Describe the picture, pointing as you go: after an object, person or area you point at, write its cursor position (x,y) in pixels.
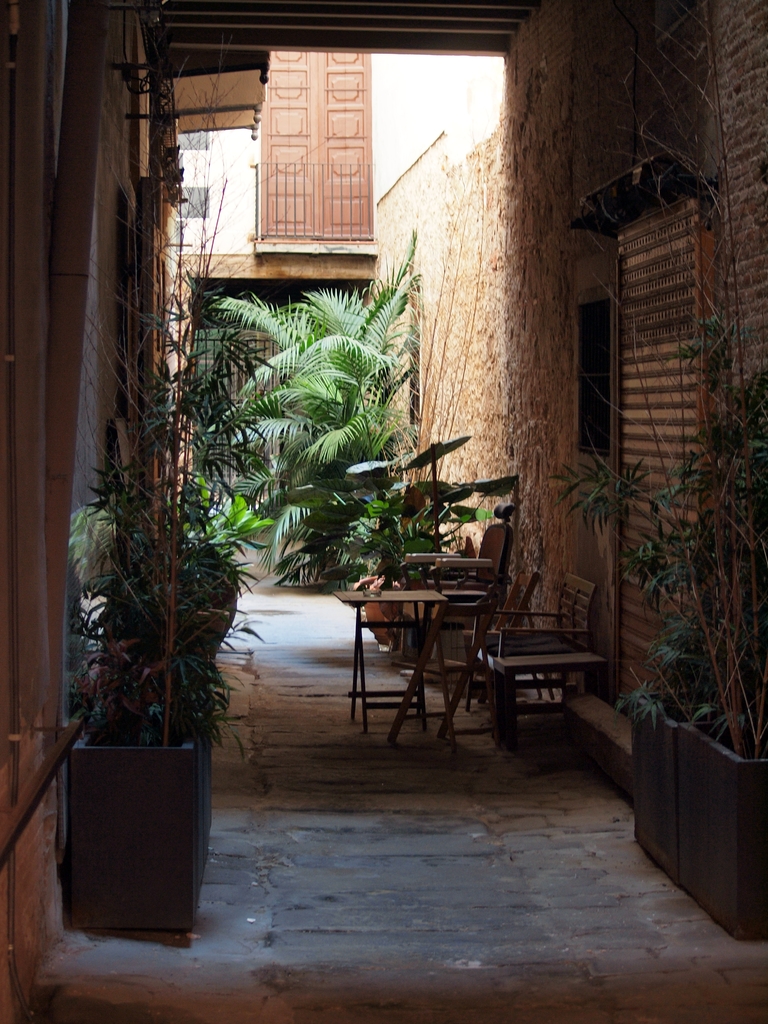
It is a picture there are some plants (185,443) both the sides there are walls (556,223) to the right side (512,592) there are also some chairs (477,574) in the background (454,258) there is a door (302,135) and a wall (380,121).
